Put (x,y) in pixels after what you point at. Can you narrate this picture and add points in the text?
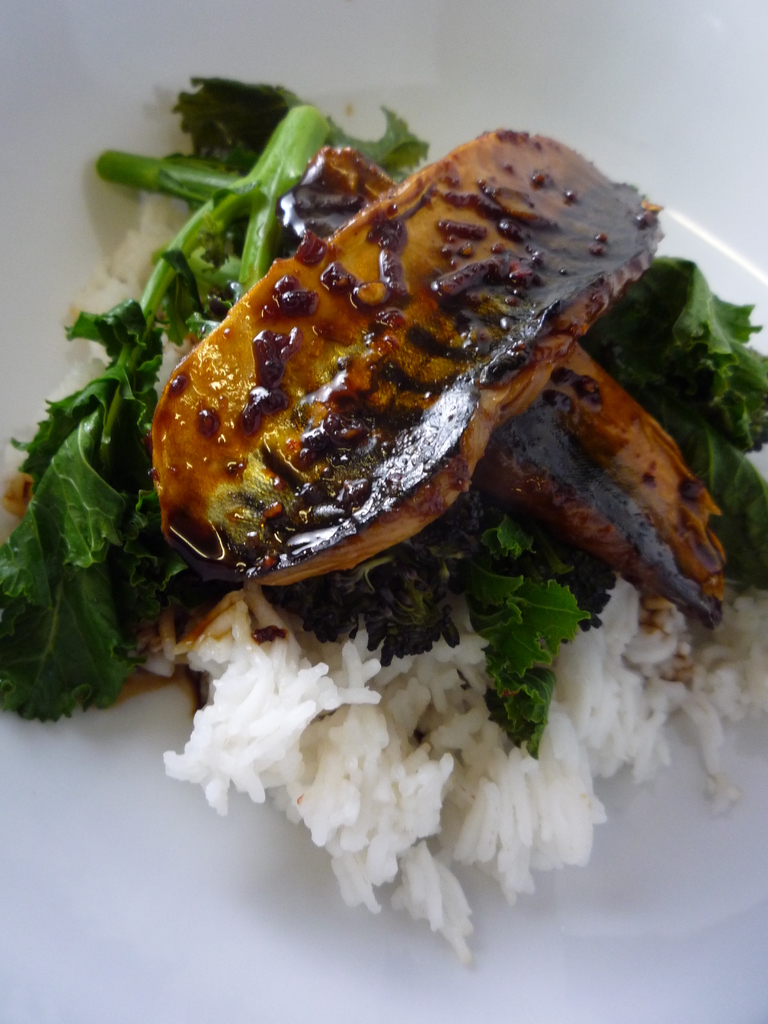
In this picture we can see food items (338,559) on the plate (126,734).
